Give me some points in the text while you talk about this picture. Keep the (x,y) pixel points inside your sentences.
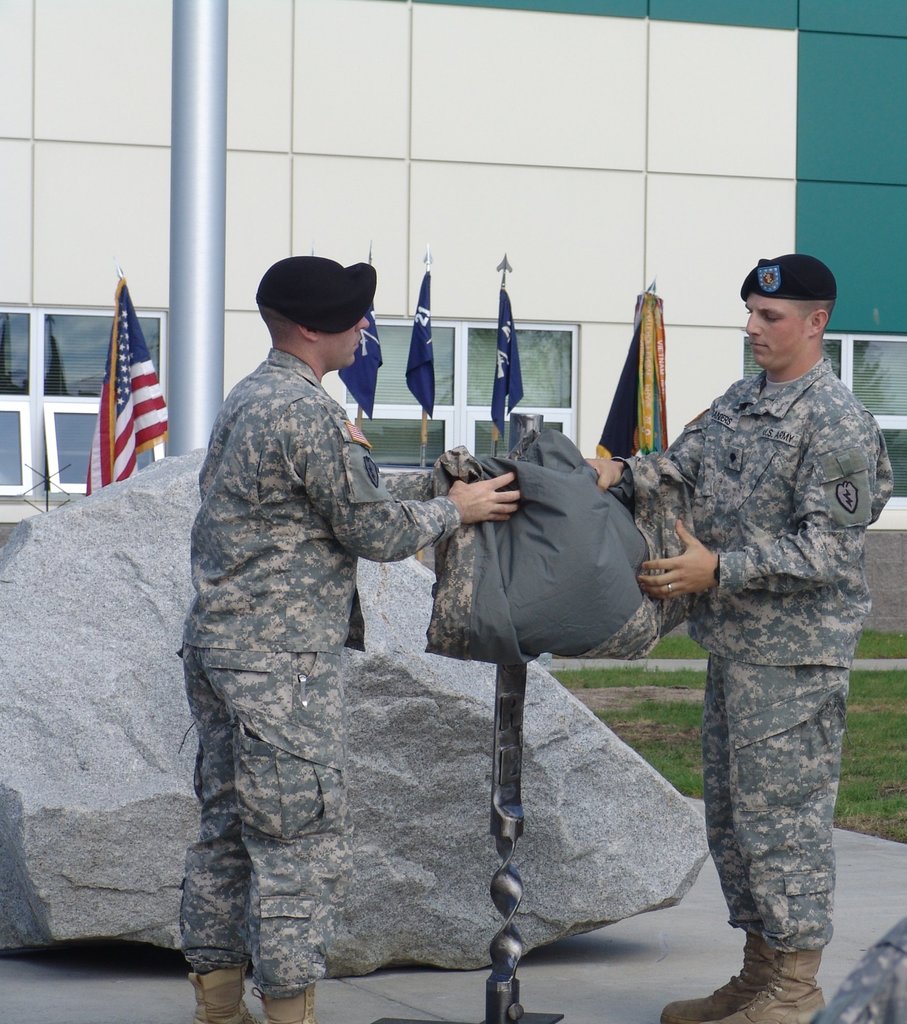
In this image we can see two military persons (712,440) holding an object (441,619) beside to them there is rock (427,685), also we can see building (508,160), pole (177,205), flags (128,440), windows (147,317), and a garden (848,701).
